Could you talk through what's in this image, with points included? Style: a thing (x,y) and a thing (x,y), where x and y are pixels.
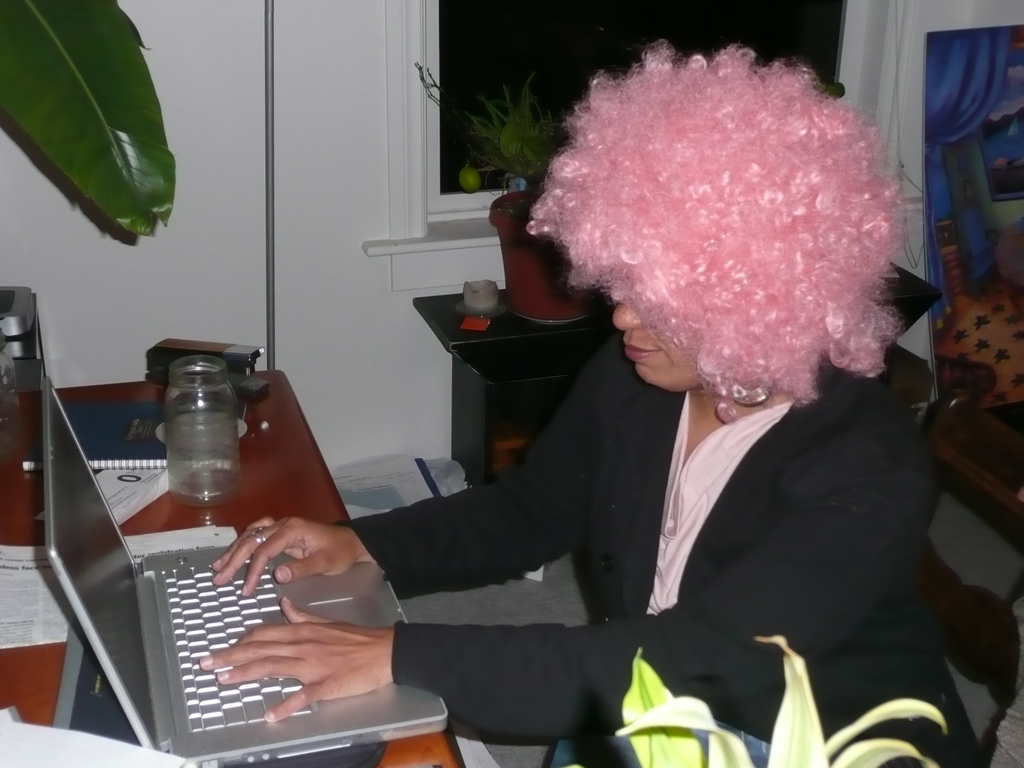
In this picture we can see a girl (710,383) is sitting on a chair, and in front of her here is the table (259,494) and she is working on the laptop (123,581), here is the jar (187,432) and book (109,420), and other objects (156,375) on it. and here is the wall (243,184) and right to opposite here is the table (542,341), and flower pot (507,232) on it.
